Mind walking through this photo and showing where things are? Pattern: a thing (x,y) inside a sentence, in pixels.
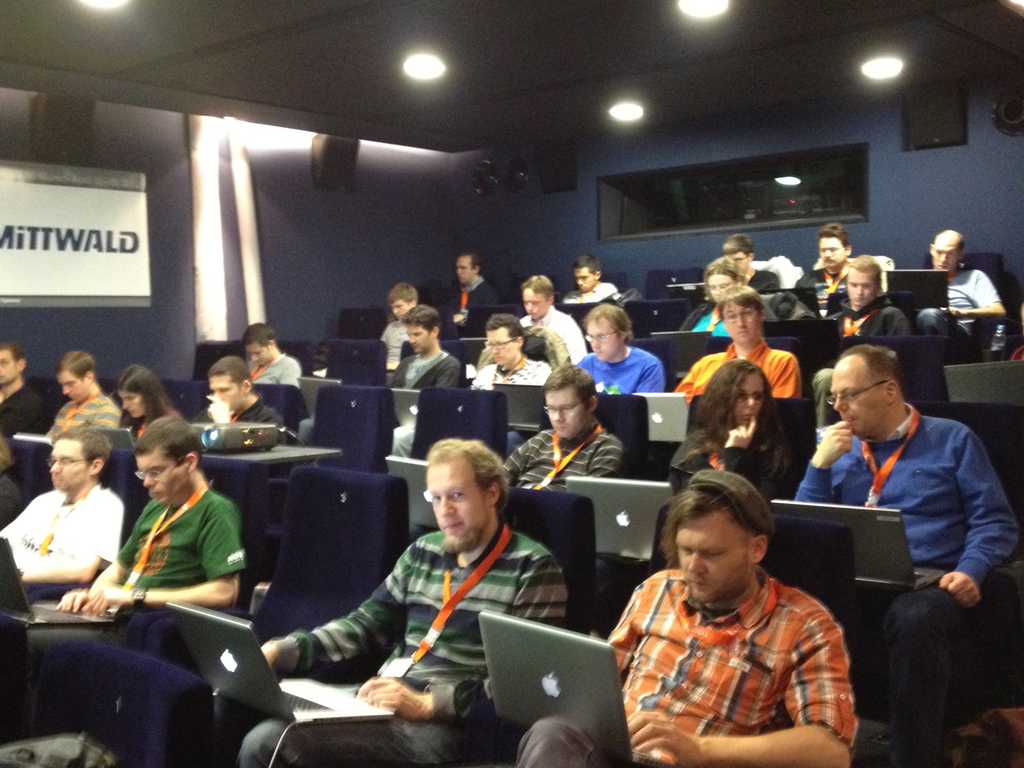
In this image, I can see a group of people (852,298) sitting on the chairs (335,493) and holding the laptops (620,763). I can see a projector (262,439) on a table (279,460). On the left side of the image (46,270), I can see a board (46,253) with the words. At the top of the image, there are ceiling lights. In the background (950,123), I can see the speakers (950,137) to the wall (905,165) and a glass window (639,218).
